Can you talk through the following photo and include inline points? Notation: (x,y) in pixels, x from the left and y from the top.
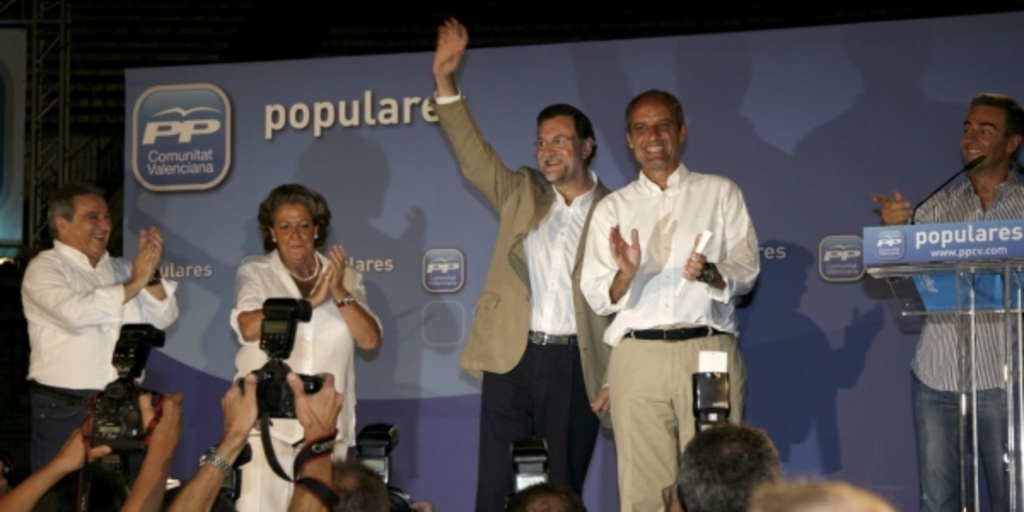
On the right side of the image (967,220) we can see a man (996,183) standing and smiling, before him there is a podium (973,262) and we can see a mic (982,159) placed on the podium (1002,225) and there are people (49,299) clapping. The man (499,390) standing in the center (519,316) is waving his hand (450,93). At the bottom (155,479) we can see people's hands (51,470) holding cameras (279,413). In the background (402,171) there is a board (774,142).
